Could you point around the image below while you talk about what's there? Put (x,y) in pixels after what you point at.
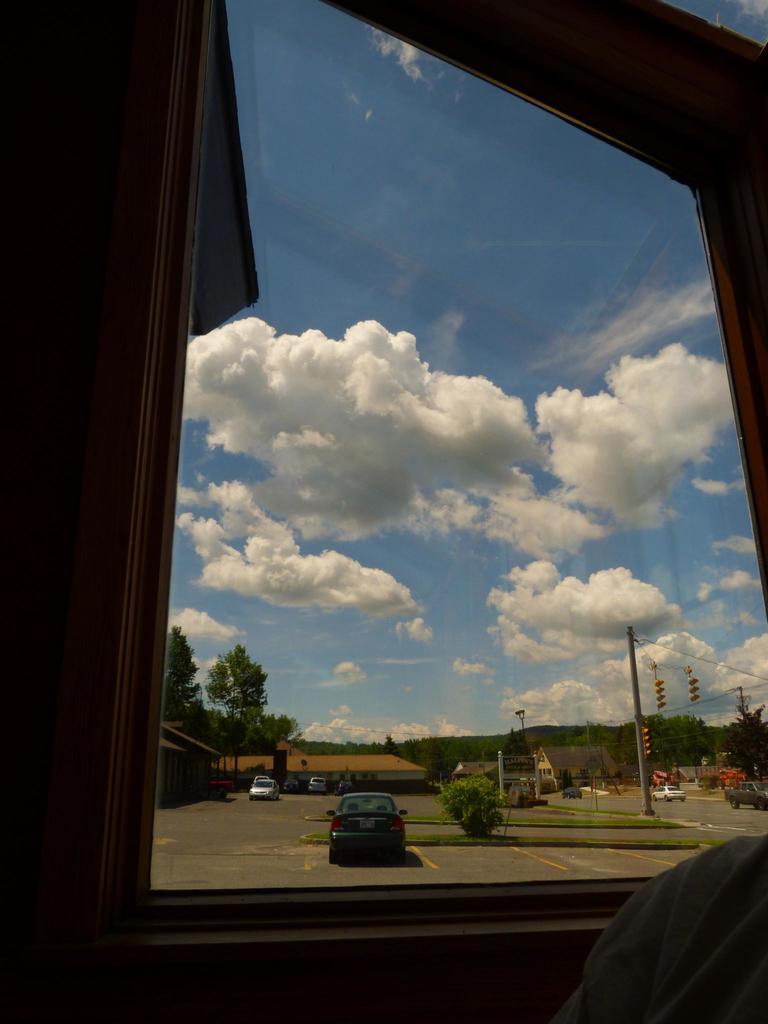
In this image I can see the person (595,976) sitting to the side of the window (388,867). Through the window (388,888) I can see the vehicles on the road (574,864). To the side of the vehicles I can see the poles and the plants (496,809). In the background (383,777) I can see the houses (331,777), clouds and the sky (319,280).
